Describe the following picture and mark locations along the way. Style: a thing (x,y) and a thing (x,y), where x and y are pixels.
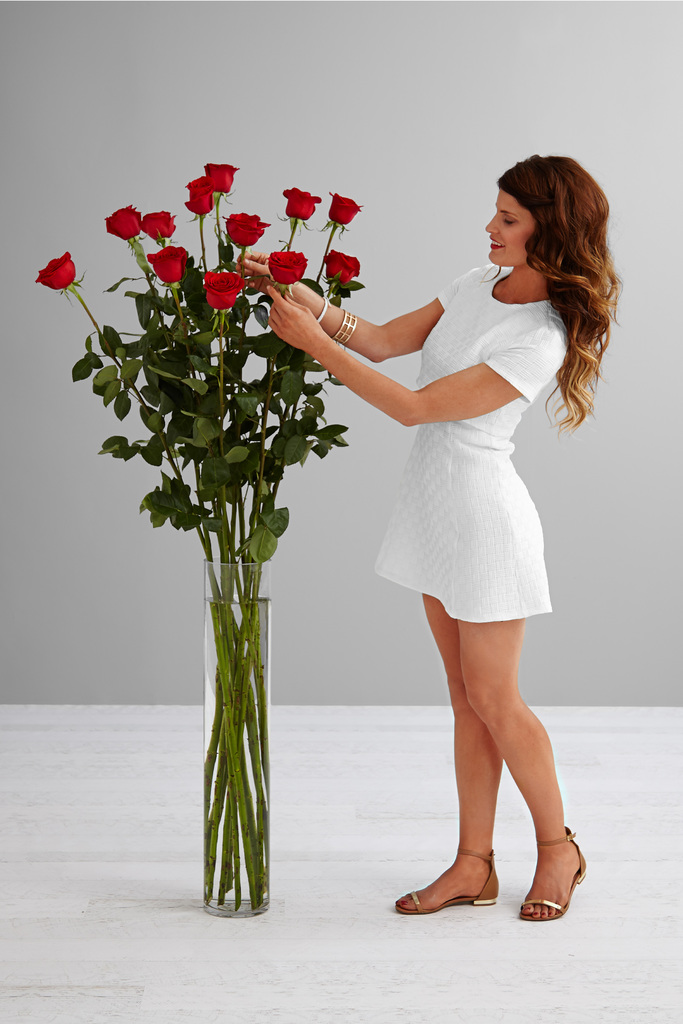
Here in this picture we can see a woman (401,503) in white colored dress (454,458) standing over a place (624,881) and in front of her we can see rose flowers (200,347) present in a vase (257,896), which is present on the floor (191,722) and we can see she is smiling.
